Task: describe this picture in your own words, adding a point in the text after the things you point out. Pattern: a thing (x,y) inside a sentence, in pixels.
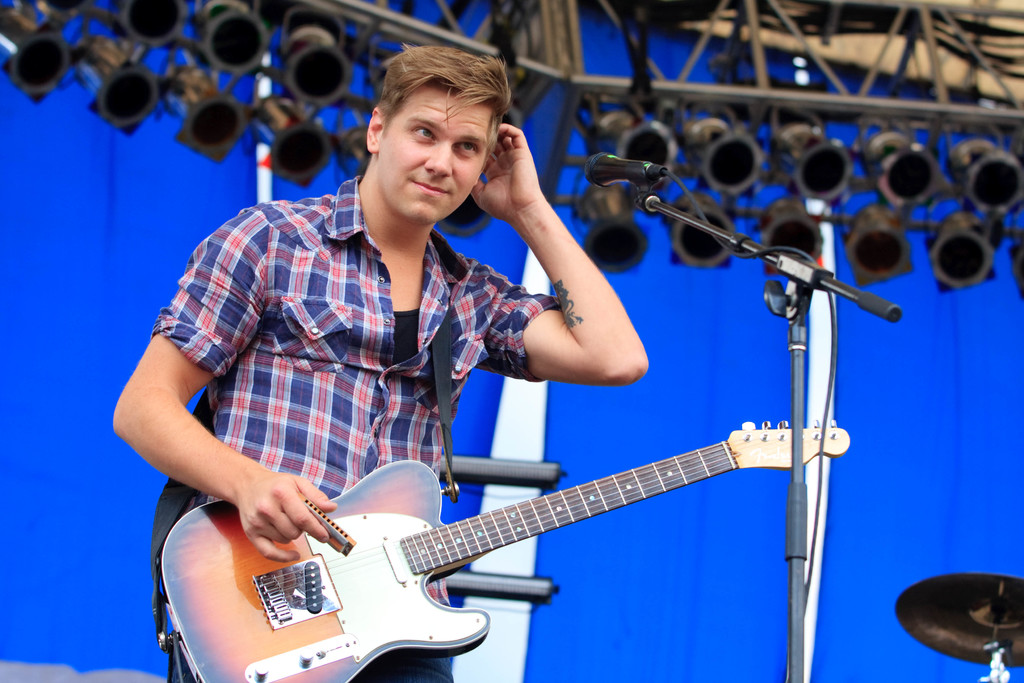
In this image I see a man (428,67) who is carrying a guitar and he is in front of a mic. In the background (582,199) I see a blue cloth (58,93) and lot of equipment (1005,667).
